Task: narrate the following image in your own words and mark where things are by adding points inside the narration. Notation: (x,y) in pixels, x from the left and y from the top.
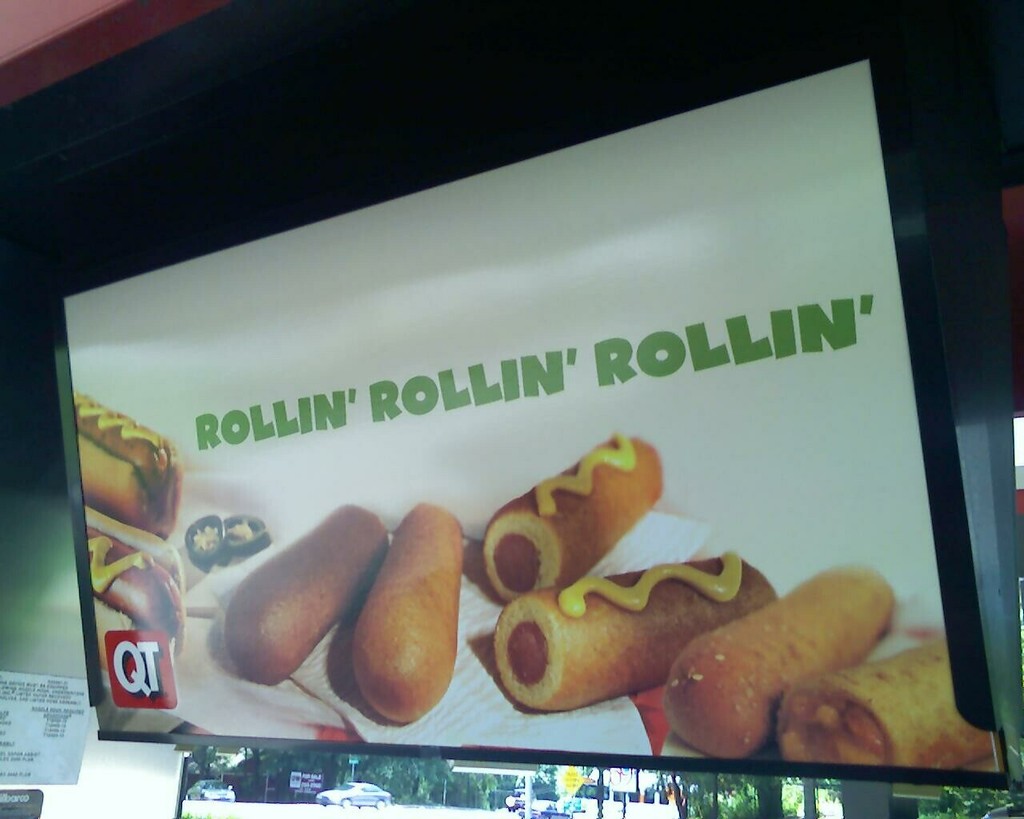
In this picture we can see a banner (635,677) in which we can see hot dogs (380,534) and quotations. On the bottom (227,776) we can see cars (557,807), trees (273,796), board (319,780), posters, sign board (569,781) and other objects (528,793). On the bottom left corner (72,688) there is a paper (43,760).
